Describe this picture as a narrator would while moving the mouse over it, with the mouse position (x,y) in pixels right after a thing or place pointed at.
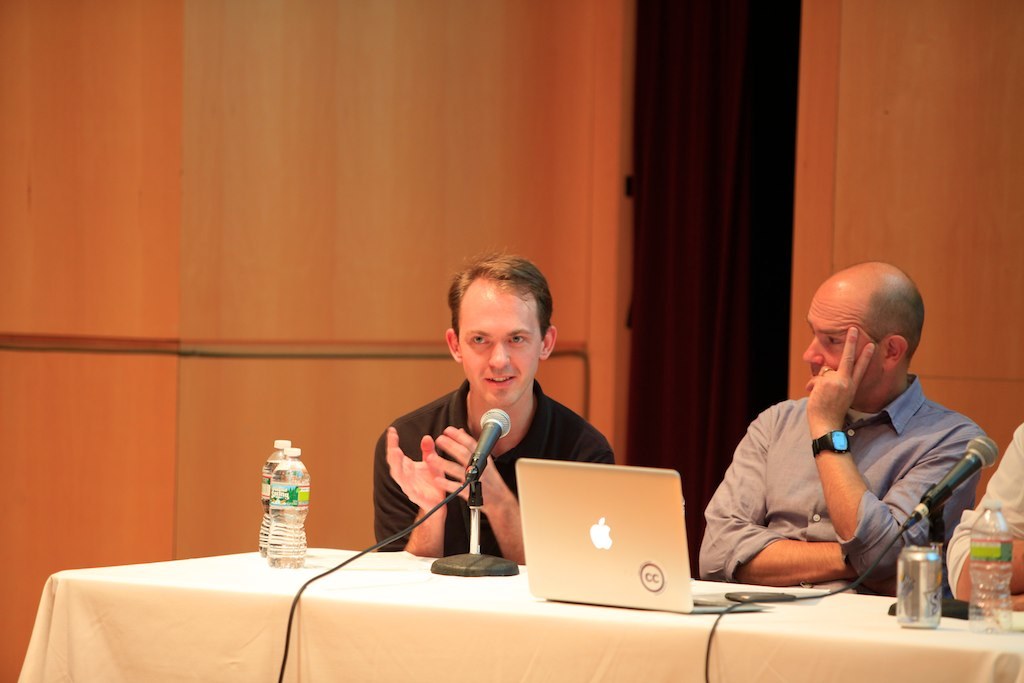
In this picture I can see people (534,403) sitting on the chair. I can see the laptop (552,522) on the table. I can see water bottles (287,549) on the table (532,598). I can see microphones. I can see the drink can (916,569).
